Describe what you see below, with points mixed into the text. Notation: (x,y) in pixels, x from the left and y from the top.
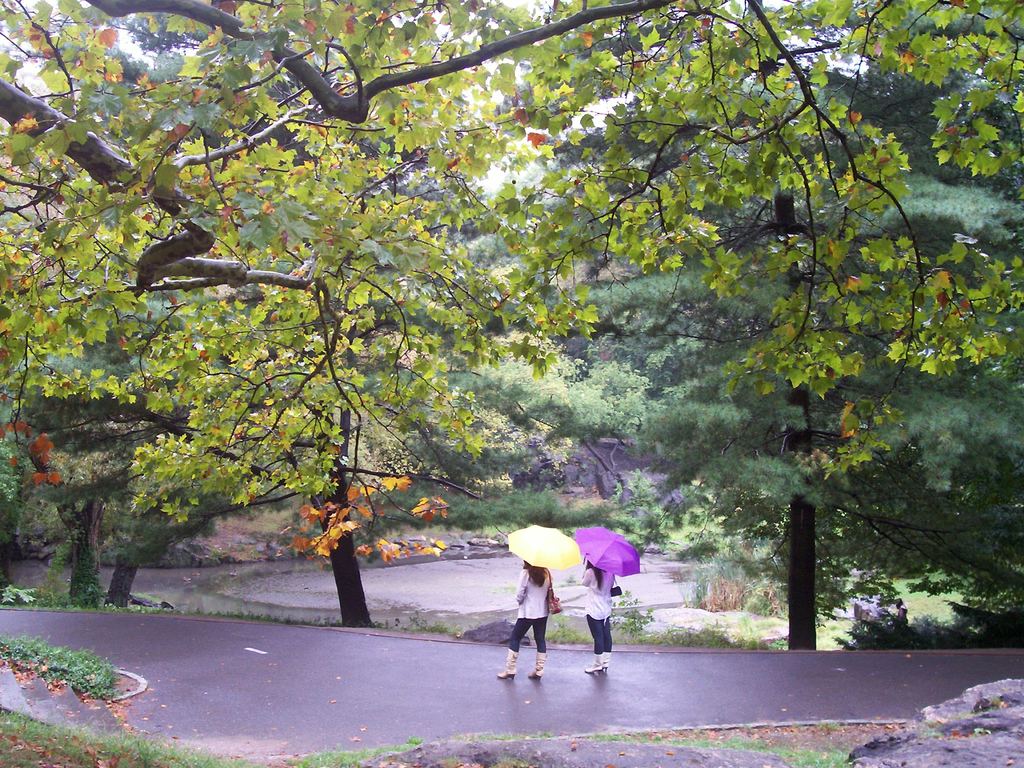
In this image, we can see two ladies (522,606) wearing bags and holding an umbrella (630,560) in their hands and they are on the road (556,696). In the background (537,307), there are many trees (560,273).
